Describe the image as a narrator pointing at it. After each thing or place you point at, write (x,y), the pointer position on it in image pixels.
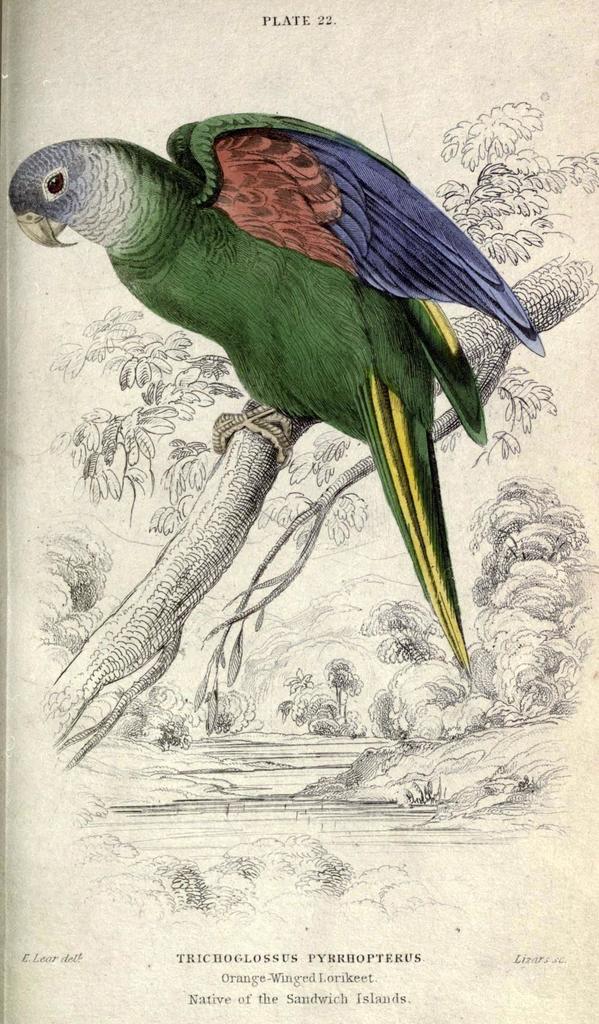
In this image, we can see a picture (514,890), on that picture (533,553) we can see a green color parrot (174,317) sitting on a branch (206,584).
